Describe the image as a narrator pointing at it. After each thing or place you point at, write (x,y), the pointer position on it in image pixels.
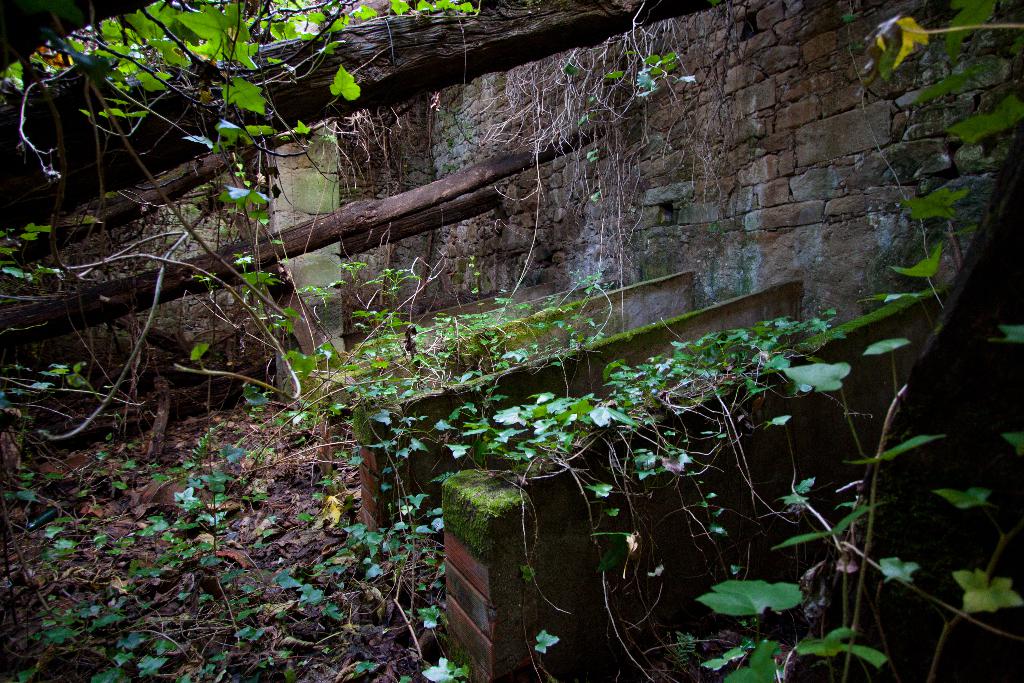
In this image we can see leaves (458,363) and stems (531,522) on the ground (243,537) and one stone wall (697,207) is there.
